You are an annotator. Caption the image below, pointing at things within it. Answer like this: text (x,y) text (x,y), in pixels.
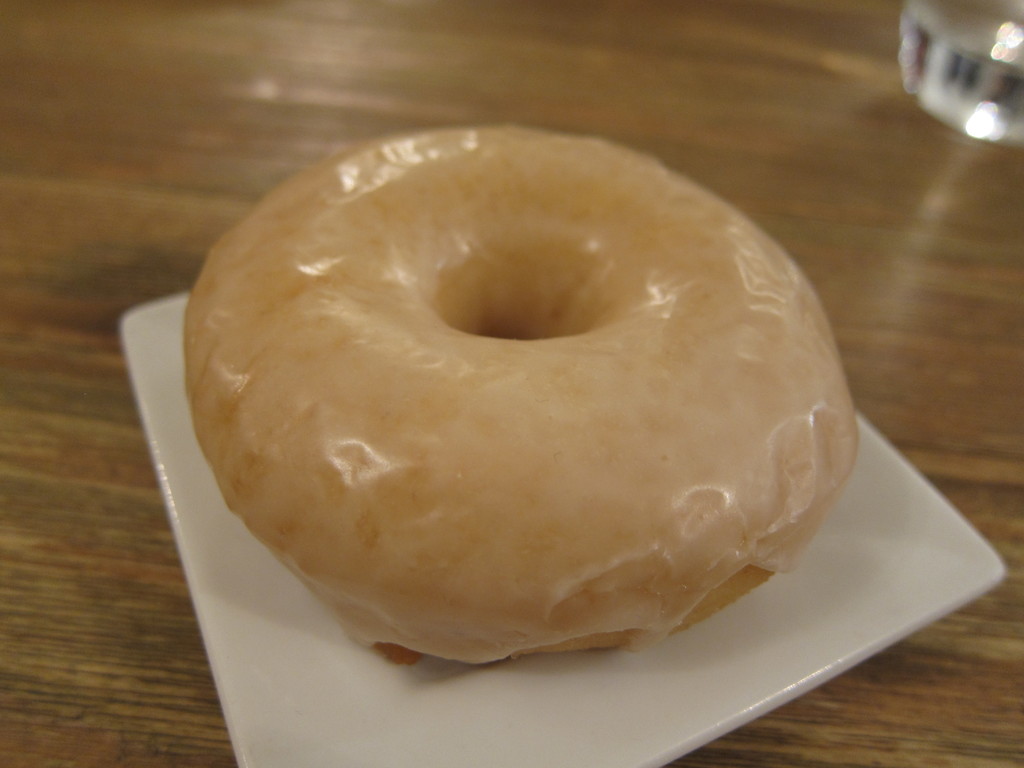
In this image I can see the food (296,319) in the plate (278,648) and the plate (275,630) is in white color and the plate (310,641) is on the brown color surface (72,481).
